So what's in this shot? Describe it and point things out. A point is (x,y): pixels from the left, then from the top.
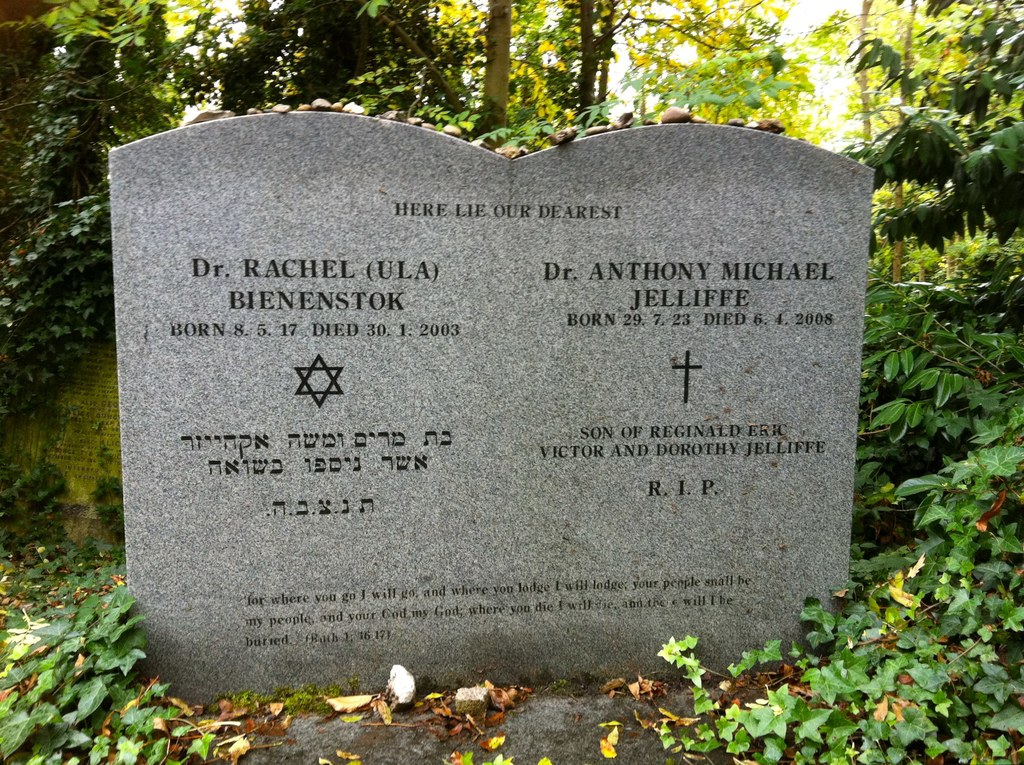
In the image we can see a stone sheet (382,367), on it there is a text (297,309) and symbols (338,375). These are the leaves (950,678), grass (57,568), trees (413,50) and a sky (805,30).
